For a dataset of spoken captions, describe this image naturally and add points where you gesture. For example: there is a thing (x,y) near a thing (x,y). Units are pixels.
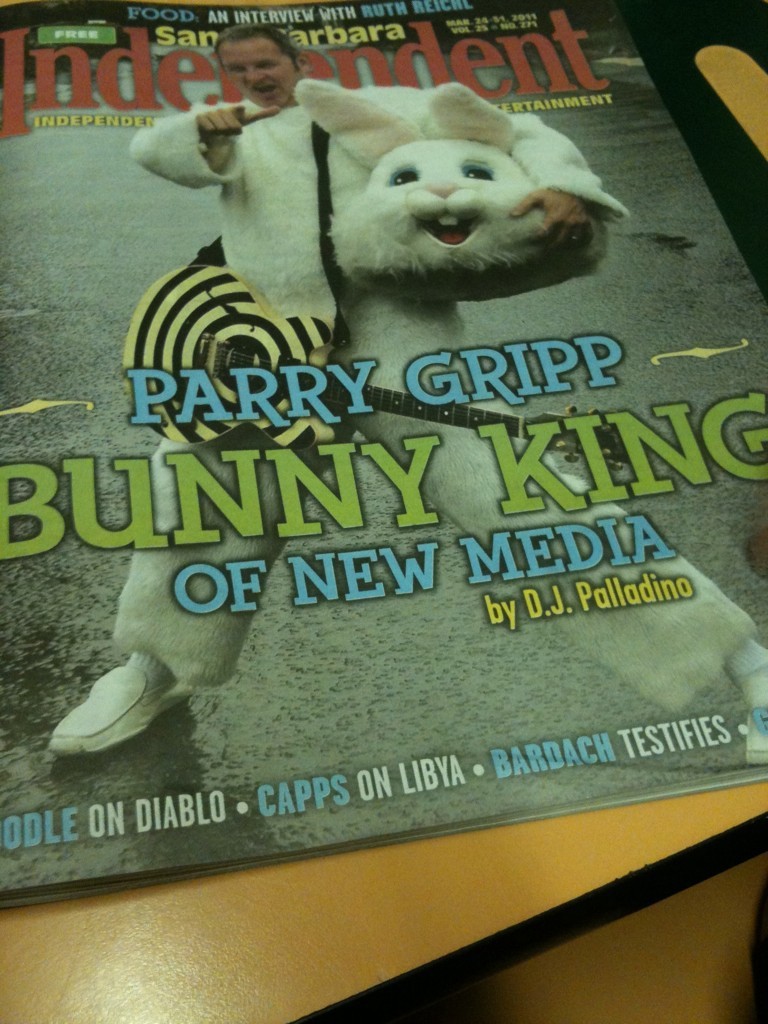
This is the picture of a table (51,981) on which there is a poster (399,651) on which there is the picture (326,636) of a person (465,503) and something written on it.
